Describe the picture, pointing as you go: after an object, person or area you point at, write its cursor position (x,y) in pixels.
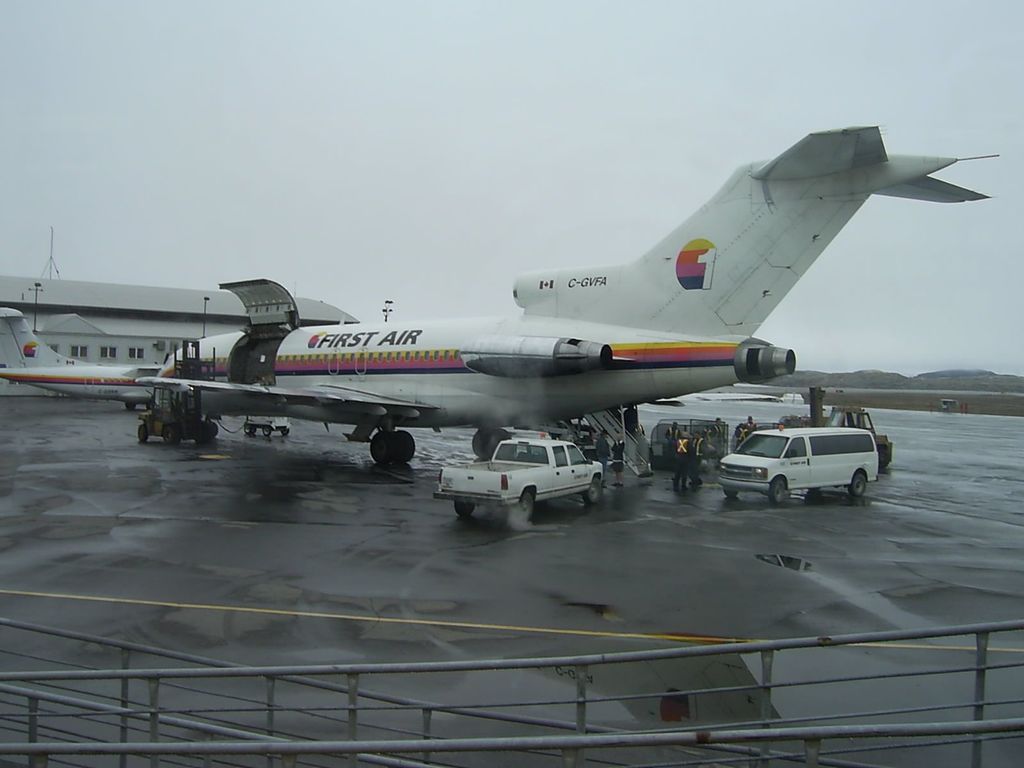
This is an aeroplane (443,329) in white color, there are two vehicles (862,440) on the road (777,554) at the top (455,156) it's a cloudy sky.
